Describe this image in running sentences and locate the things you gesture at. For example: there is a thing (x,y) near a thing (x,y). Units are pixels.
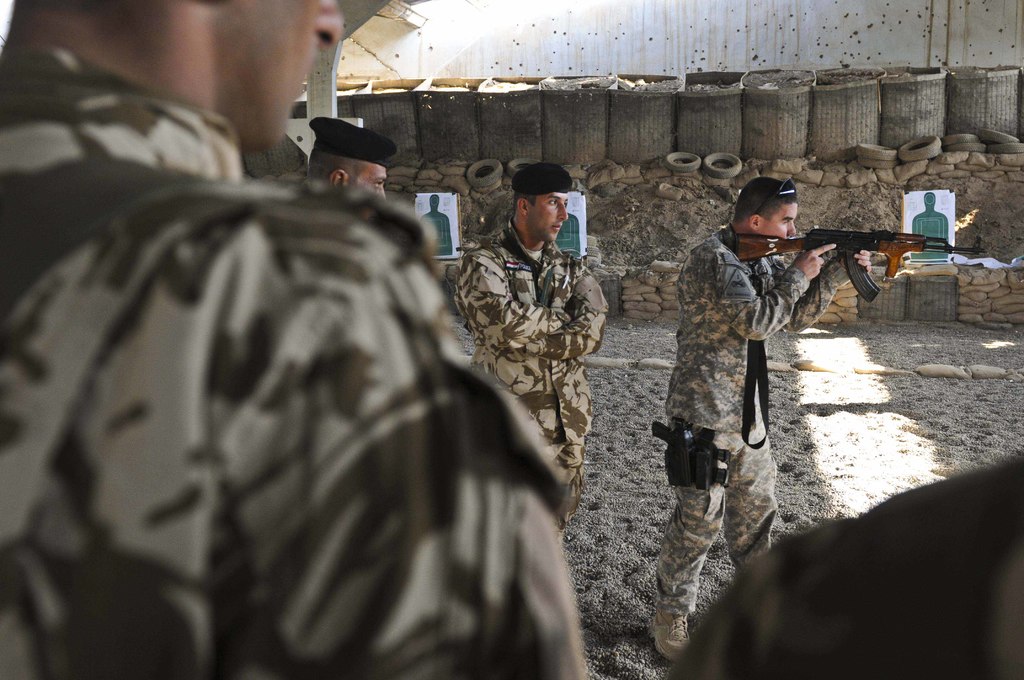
In this picture, we see the man (736,404) in the uniform (436,440) are standing. The man (758,472) in the right side of the picture (734,317) is holding the rifle (757,238). Behind him, we see the boards (572,215) in white color and we even see the gunny bags (667,291), tyres (682,154) and the boxes (616,133) in grey color. These boxes (517,111) look like the garbage bins (720,123). In the background (577,46), we see a white wall (721,38).
